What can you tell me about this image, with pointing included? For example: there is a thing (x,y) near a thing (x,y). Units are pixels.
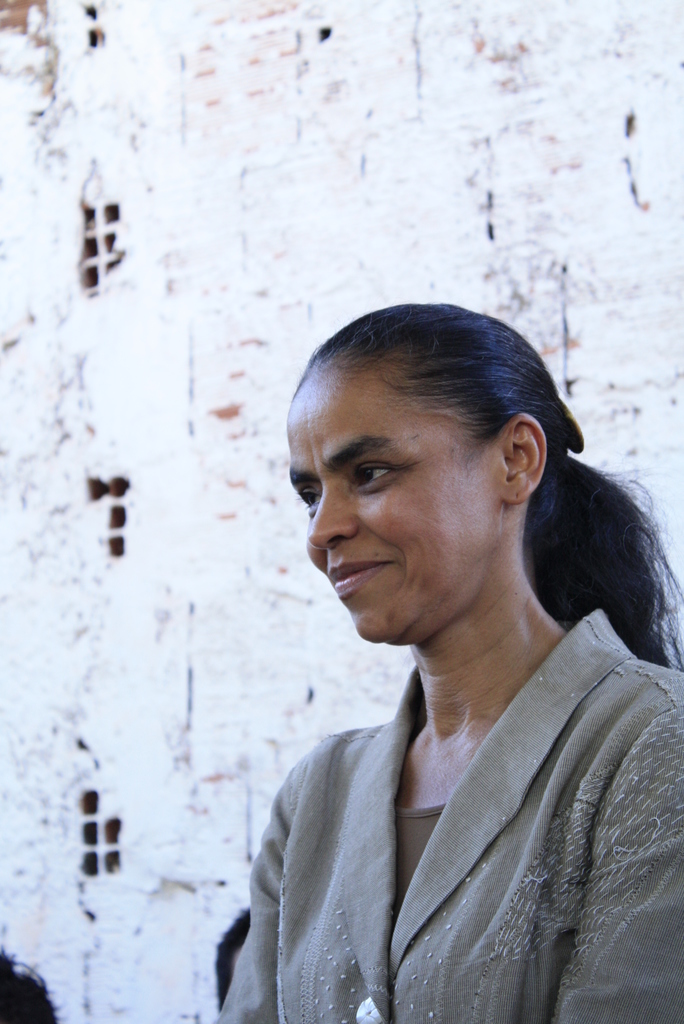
In this image I can see a woman (235,1010) in the front (341,481) and I can see smile (336,573) on her face (371,527). I can also see she is wearing grey colour dress (409,888). In the background (252,44) I can see white colour wall (119,416) and on the bottom left side (0,1018) I can see few black colour things (23,1017).
